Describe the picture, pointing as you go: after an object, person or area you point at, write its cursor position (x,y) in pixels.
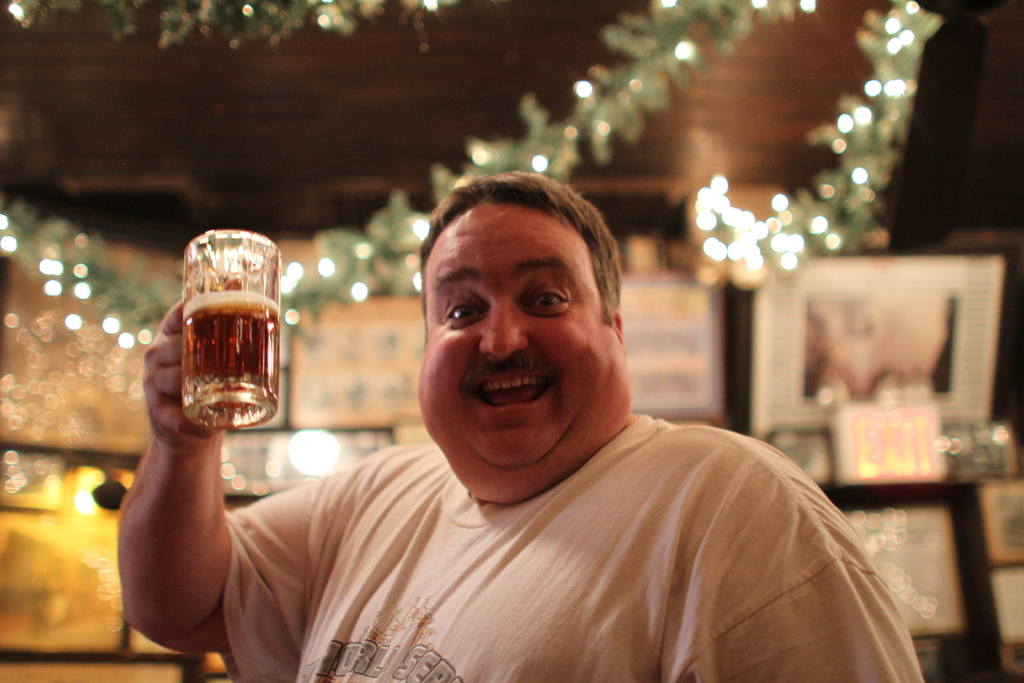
Here we see a man (588,394) standing with a smile on his face (441,371) and holding a glass (265,245).
